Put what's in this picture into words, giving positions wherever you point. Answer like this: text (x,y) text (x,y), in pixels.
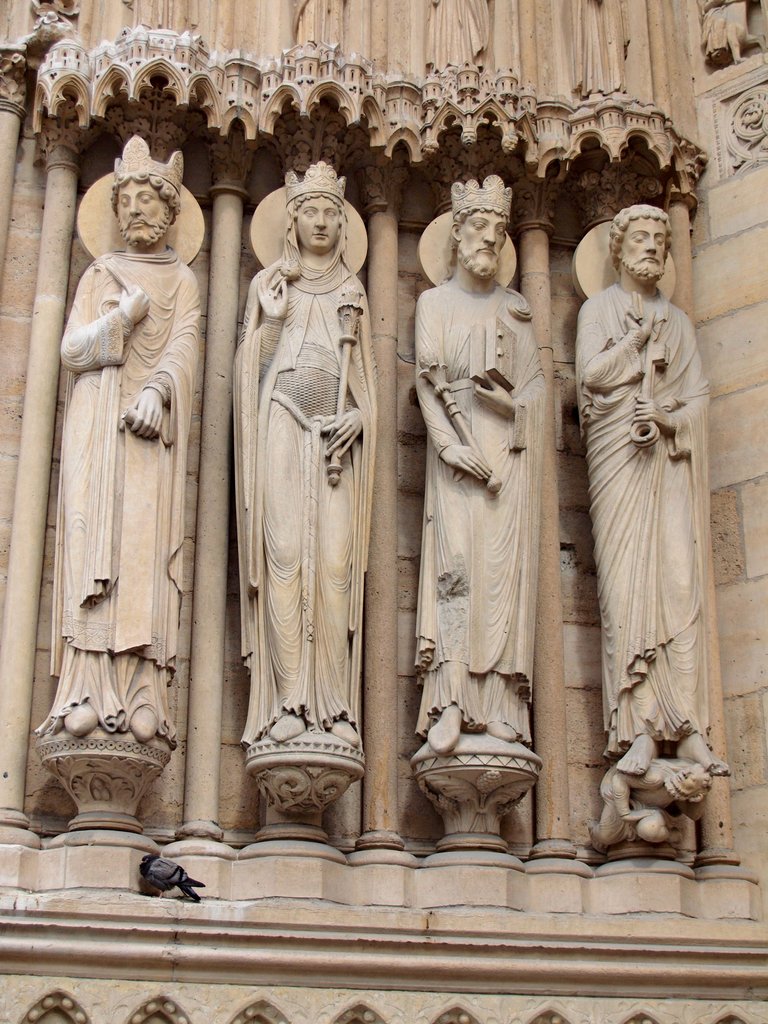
It is a zoom in picture of a monument (443,829) and there are four sculptures (329,336) to the wall (565,520). Bird (179,872) is also visible in this image.
